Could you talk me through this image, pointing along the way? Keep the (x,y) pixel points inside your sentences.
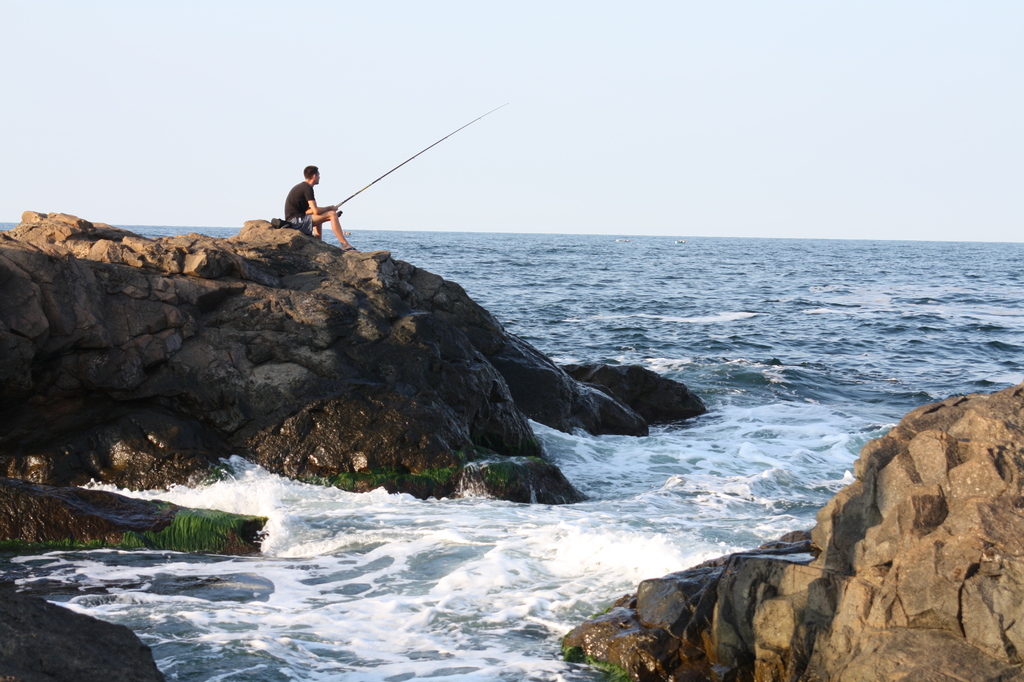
In this image I can see water (470,561) in the front (612,533) and in the background of this image (771,285). I can also see few rocks (958,418) on the both side and on the left side of this image (323,212) I can see one person (313,225) is sitting. I can see he is holding a stick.
